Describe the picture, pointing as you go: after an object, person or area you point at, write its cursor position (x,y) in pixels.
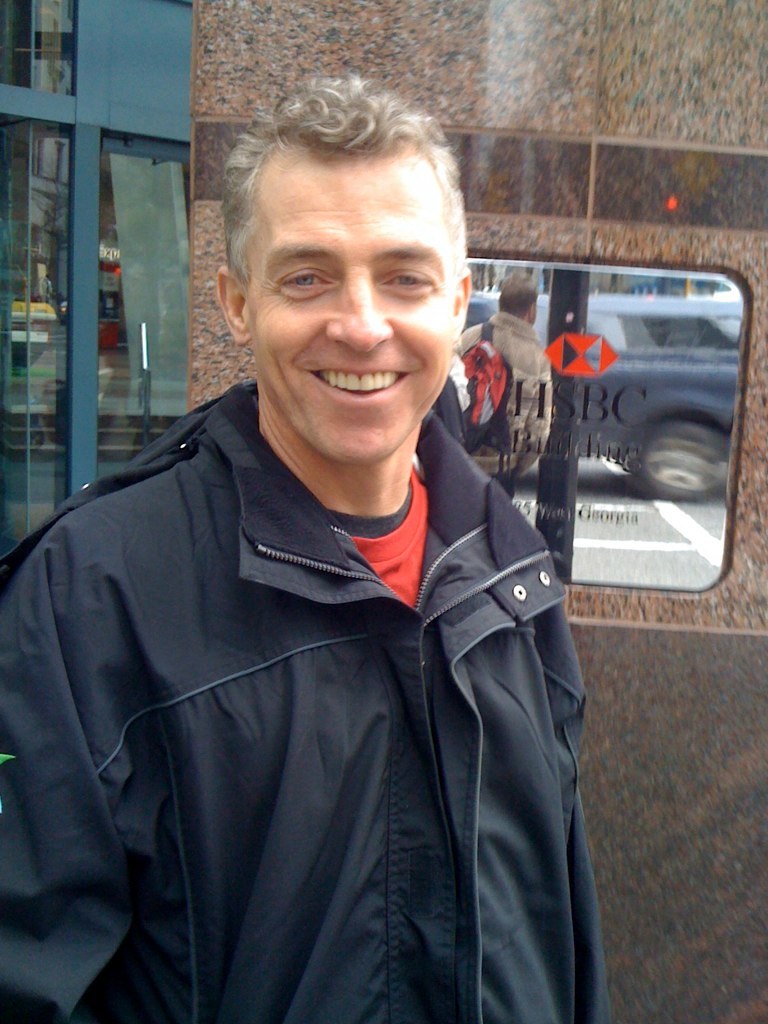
Here we can see a man (332,556) and he is smiling. In the background (767,875) we can see a wall (647,638), board (675,497), and glasses (10,482). On this board (498,427) we can see the reflection (645,434) of a person (501,469) and a car (641,473).
